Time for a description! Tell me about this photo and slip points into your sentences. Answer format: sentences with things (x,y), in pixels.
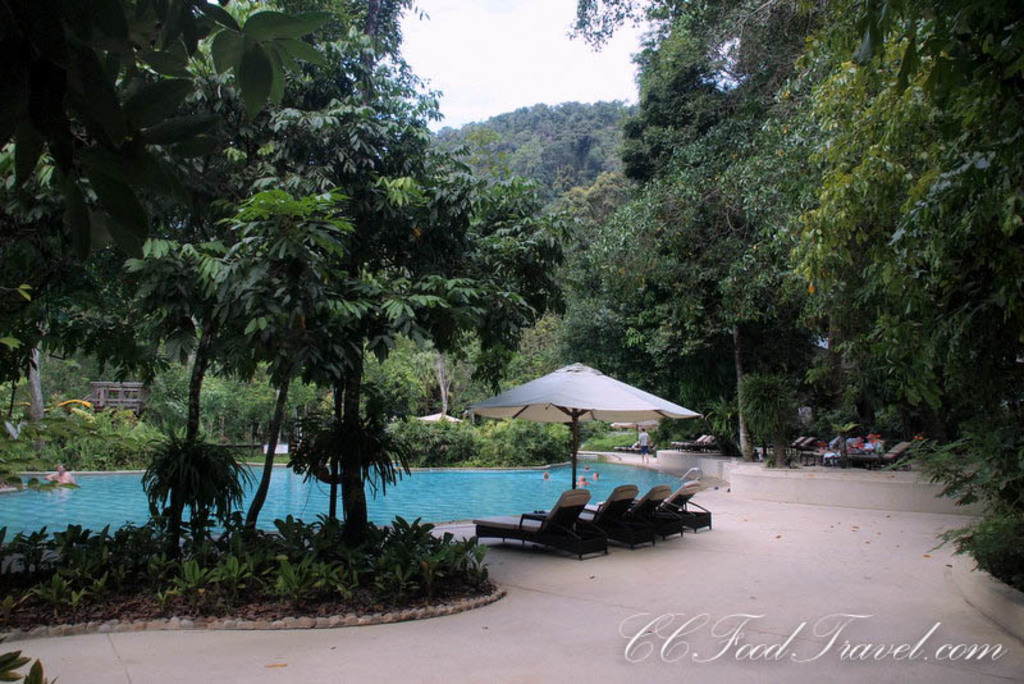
In the picture we can see a pool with water (571,474) around it, we can see plants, path (703,483) and on the path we can see some chairs (853,464) and umbrella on it and some people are sitting on it and some are walking and in the background (563,347) we can see trees (454,185), hills (526,126) and sky (461,70).
